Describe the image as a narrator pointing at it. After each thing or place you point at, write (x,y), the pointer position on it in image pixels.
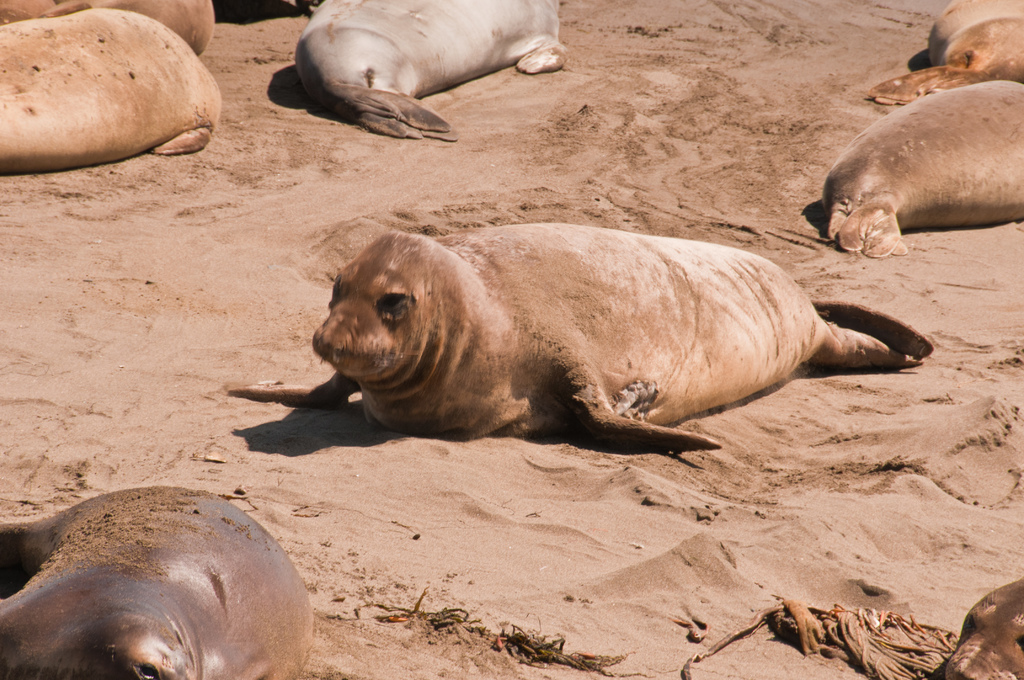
In this picture we see many seals (656,411) on the sand (541,495).
